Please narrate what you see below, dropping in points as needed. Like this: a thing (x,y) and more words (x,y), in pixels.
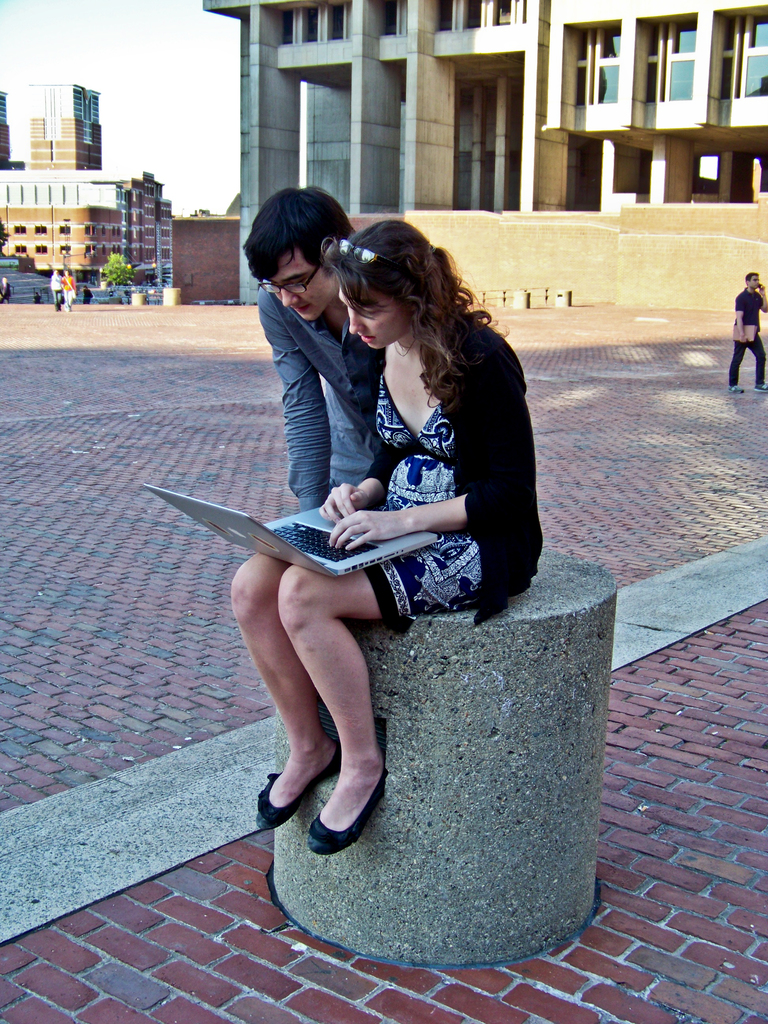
Here I can see a woman (405,378) sitting on a pillar (481,754), holding a laptop (307,535) and looking into that. Beside her there is a man (302,363) standing and looking into the laptop (281,545). On the right side (744,334) there is a person (751,313) holding an object (748,329) in the hand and walking. On the left side (60,293) there are two persons (66,284). In the background (242,195) there are few buildings (633,163). At the top of the image (128,27) I can see the sky (161,58).
